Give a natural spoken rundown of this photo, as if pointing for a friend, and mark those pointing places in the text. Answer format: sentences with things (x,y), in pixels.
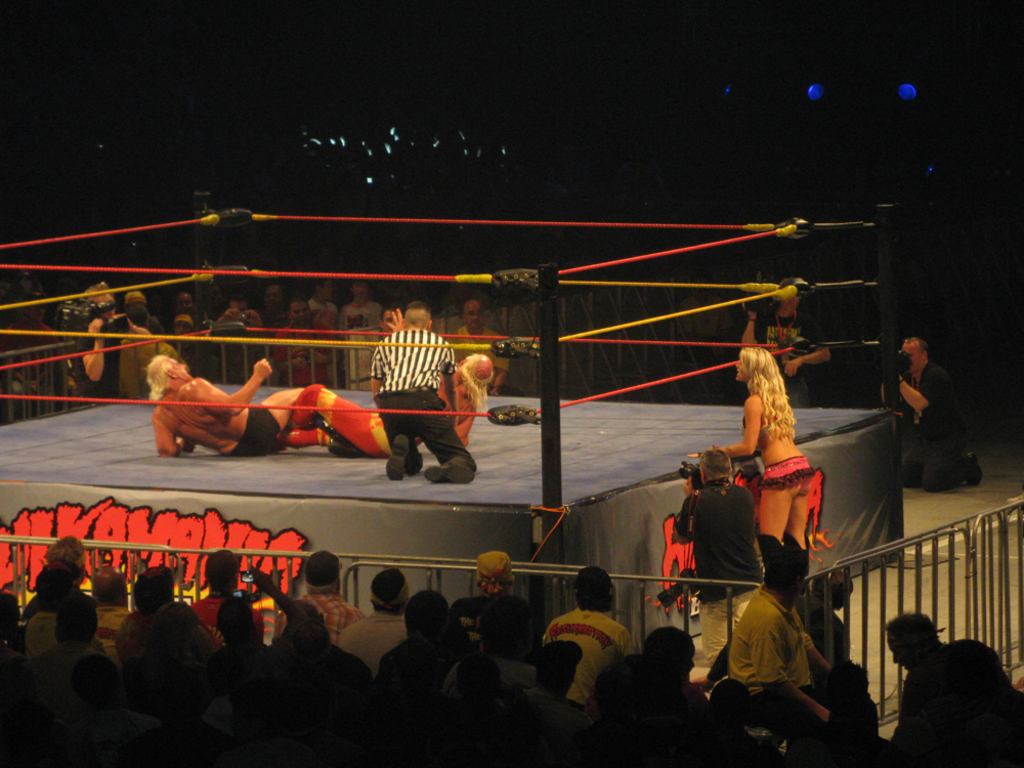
In this image we can see a few people (455,619), among them, some people (247,415) are on the stage (259,401), there are some ropes (359,274) and railings (917,575), also we can see the background (510,118) is dark.
